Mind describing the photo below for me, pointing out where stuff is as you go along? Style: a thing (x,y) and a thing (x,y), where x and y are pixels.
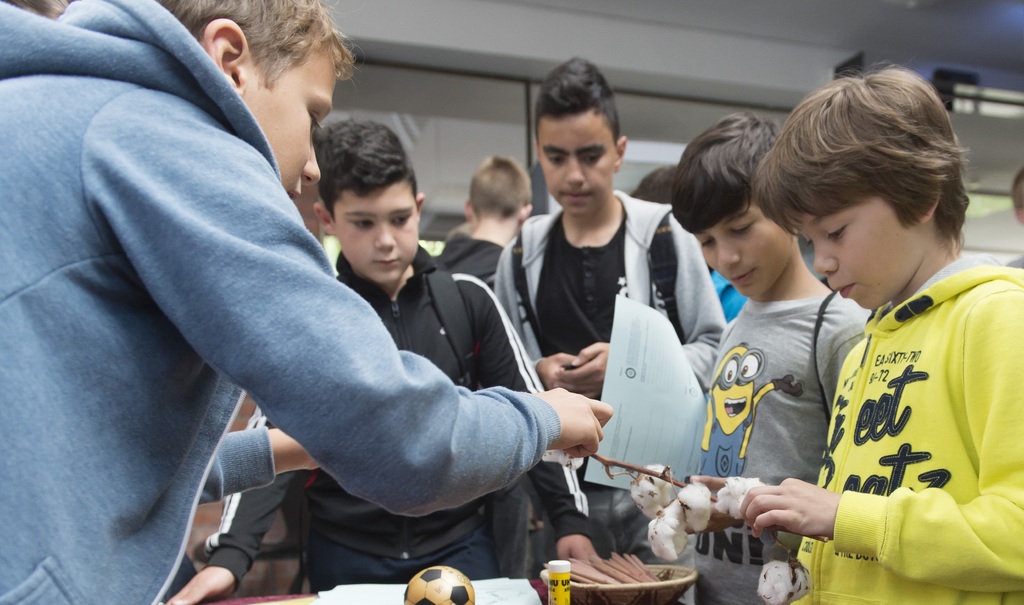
In the image in the center (569,328) we can see few people (681,268) were standing around the table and they were holding some objects (676,360). On the table (532,581), we can see sticks (616,576), papers (532,595), bowl (583,593) and yellow color object (561,602). In the background (430,135) there is a wall (513,123), roof (732,49) and few people (509,169) were standing.
